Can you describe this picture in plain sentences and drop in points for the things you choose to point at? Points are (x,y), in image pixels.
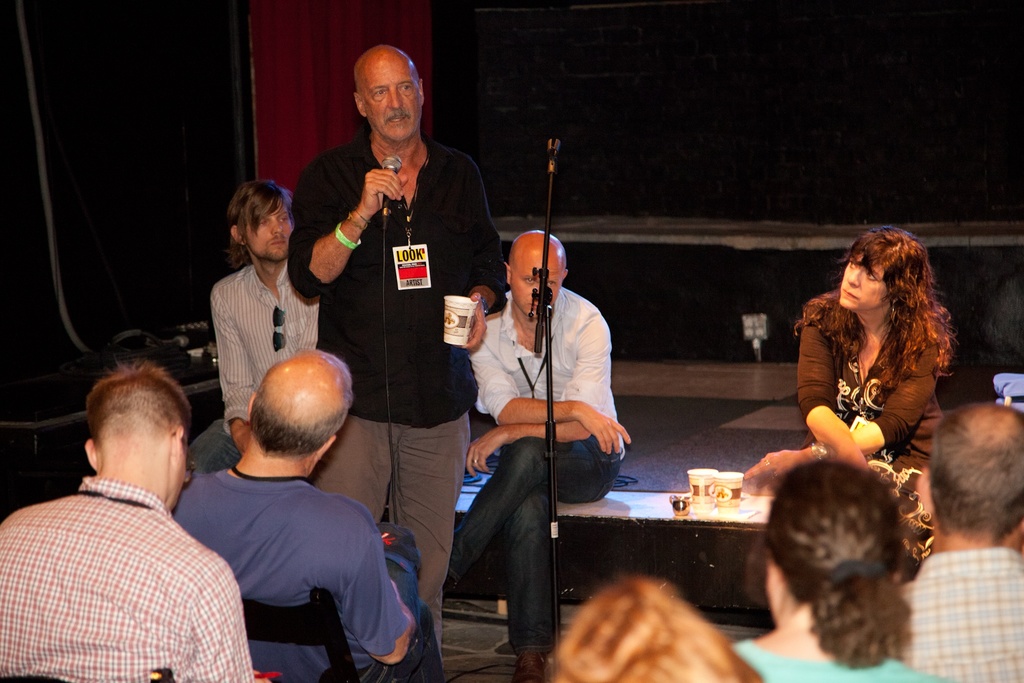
In this picture there is a person (413,134) standing and holding the microphone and cup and he is talking and there are group of people (529,664) sitting. There are cups (703,481) and there is an object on the wall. On the left side of the image (199,362) there is a microphone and there are objects (188,368).
